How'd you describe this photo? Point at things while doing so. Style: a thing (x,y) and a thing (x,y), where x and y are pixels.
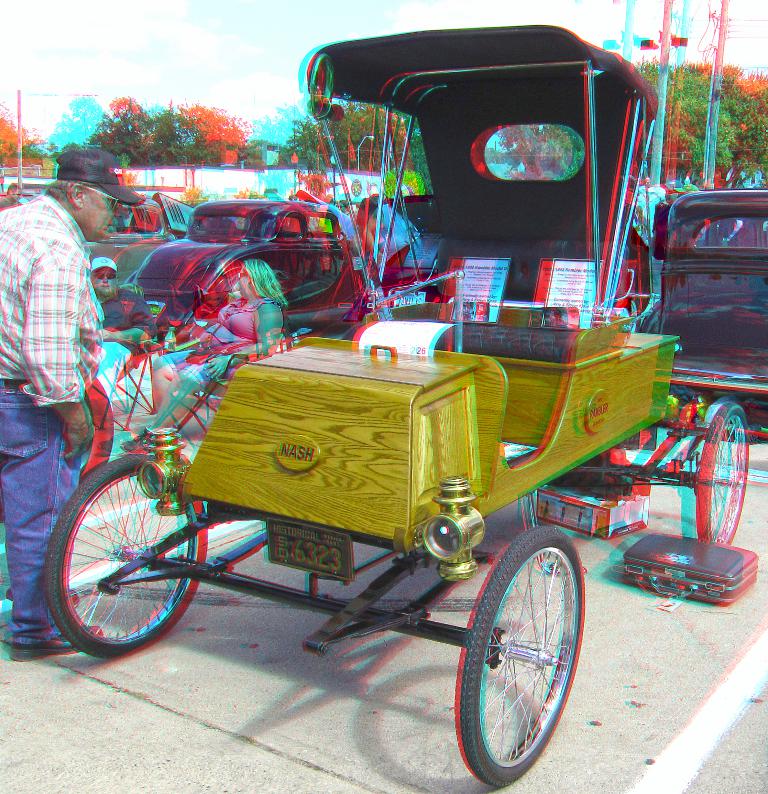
In front of the picture, we see the antique car (373,413). Beside that, the man (100,224) is standing. In front of him, we see a man (137,326) and the women (198,381) are sitting on chairs (118,403). Behind them, we see many vehicles (682,325) are parked on the road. There are trees (729,111), street lights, electric poles (718,91), wires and a white wall (197,175) in the background (209,170). At the top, we see the sky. This might be an edited image.
